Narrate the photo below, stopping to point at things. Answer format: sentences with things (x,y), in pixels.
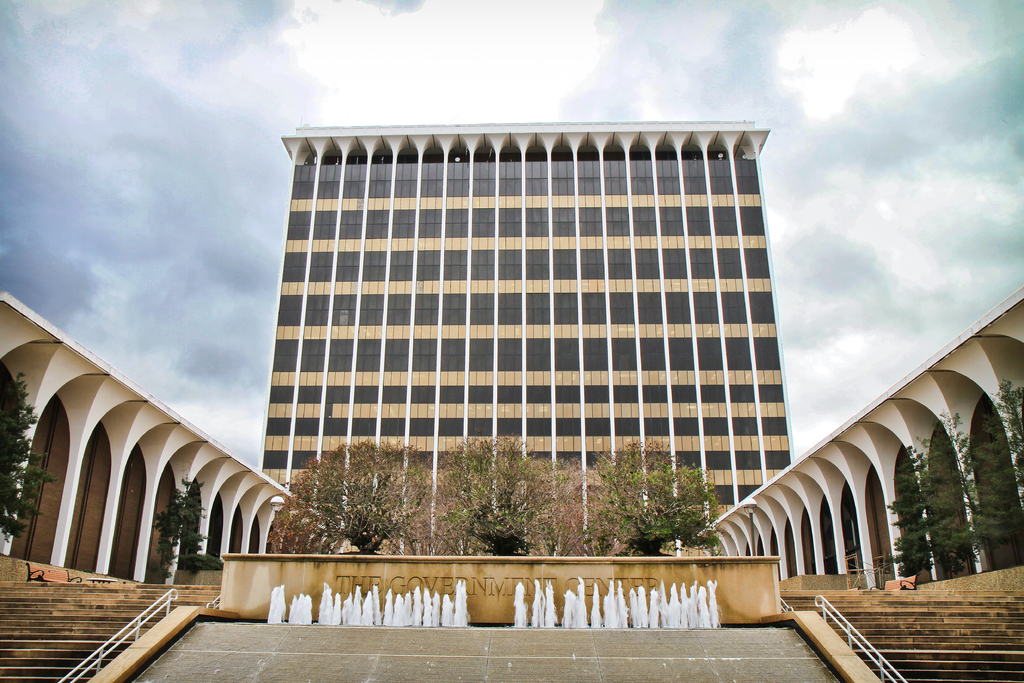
In the center of the image (628,325) we can see a building (359,272). In the background of the image (14,430) we can see the trees (477,524), wall (369,565), doors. At the bottom of the image (337,586) we can see the stairs (16,657), rods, fountain (410,615) and text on the wall (569,568). At the top of the image (38,53) we can see the clouds (691,57) in the sky (865,276).
